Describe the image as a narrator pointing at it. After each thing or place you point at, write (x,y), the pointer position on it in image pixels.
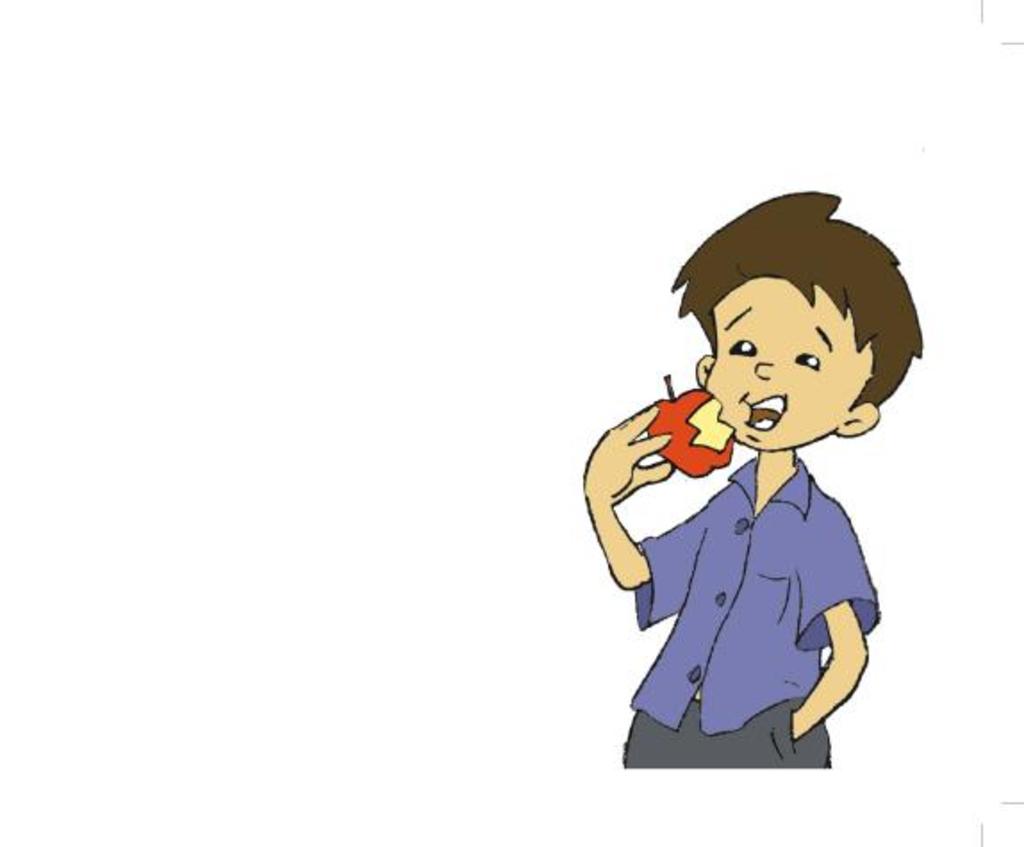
In this image there is an art (800,714). A boy (707,507) is eating an apple (721,424). There is a white color background (110,455).
